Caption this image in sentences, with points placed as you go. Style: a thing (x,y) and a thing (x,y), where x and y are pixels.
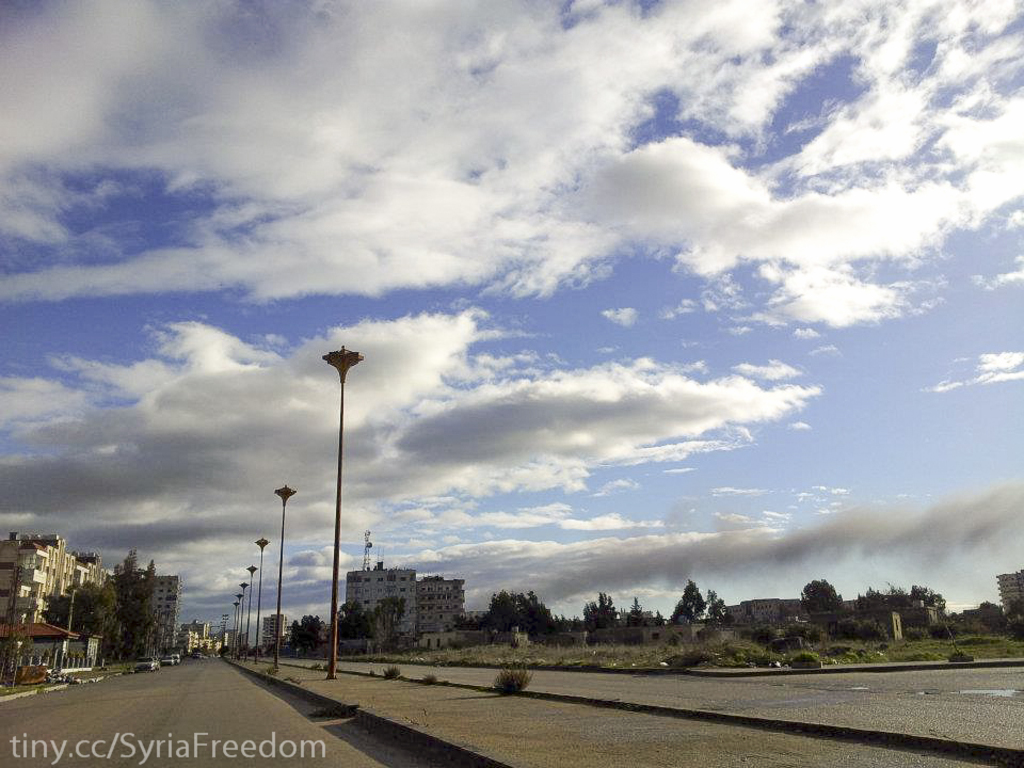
The picture is taken outside a city (72,650). In the foreground of the picture (515,670) it is road (177,758) and divider (380,693). On the left side (100,601) there are buildings (20,634) and trees (151,645). In the center of the picture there are street lights (336,645), trees (340,629) and buildings (451,621). On the right (693,632) there are trees (866,616), shrubs (793,631), buildings (789,611) and road (805,706). It is a sunny day, sky (781,147) is little bit cloudy.
